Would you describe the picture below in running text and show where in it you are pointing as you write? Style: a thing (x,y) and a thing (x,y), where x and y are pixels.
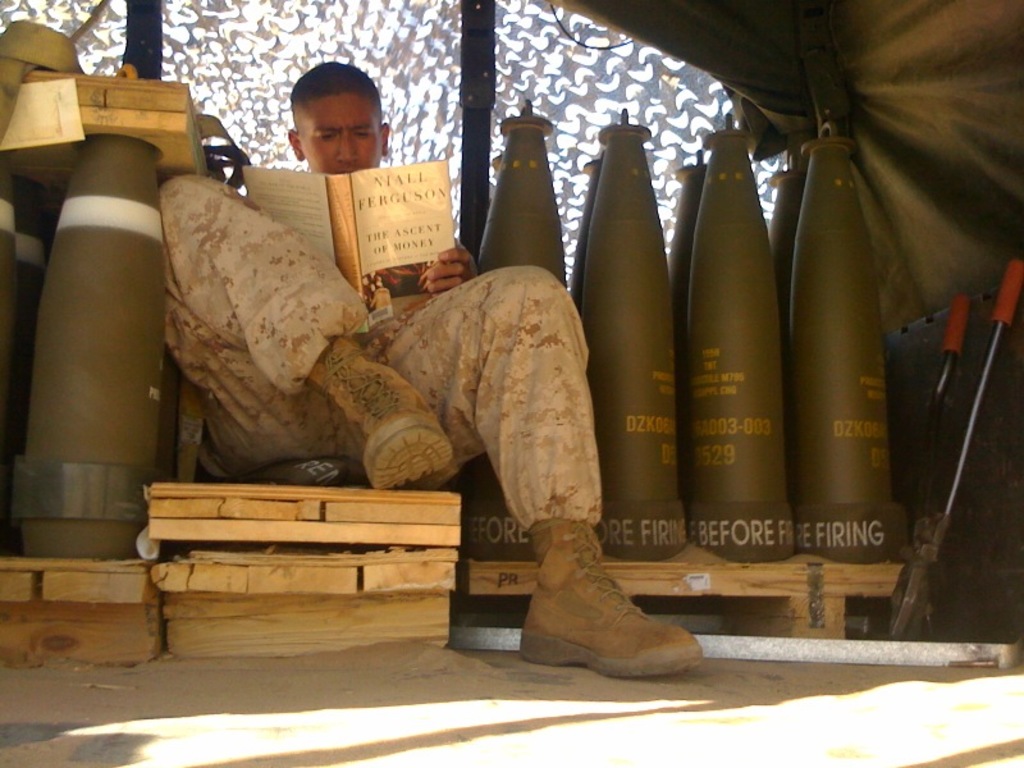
In this picture I can see a man (352,360) seated and reading book (430,227) and I can see few warheads (689,244) and it looks like a tent (702,13) and I can see wood (295,567).
